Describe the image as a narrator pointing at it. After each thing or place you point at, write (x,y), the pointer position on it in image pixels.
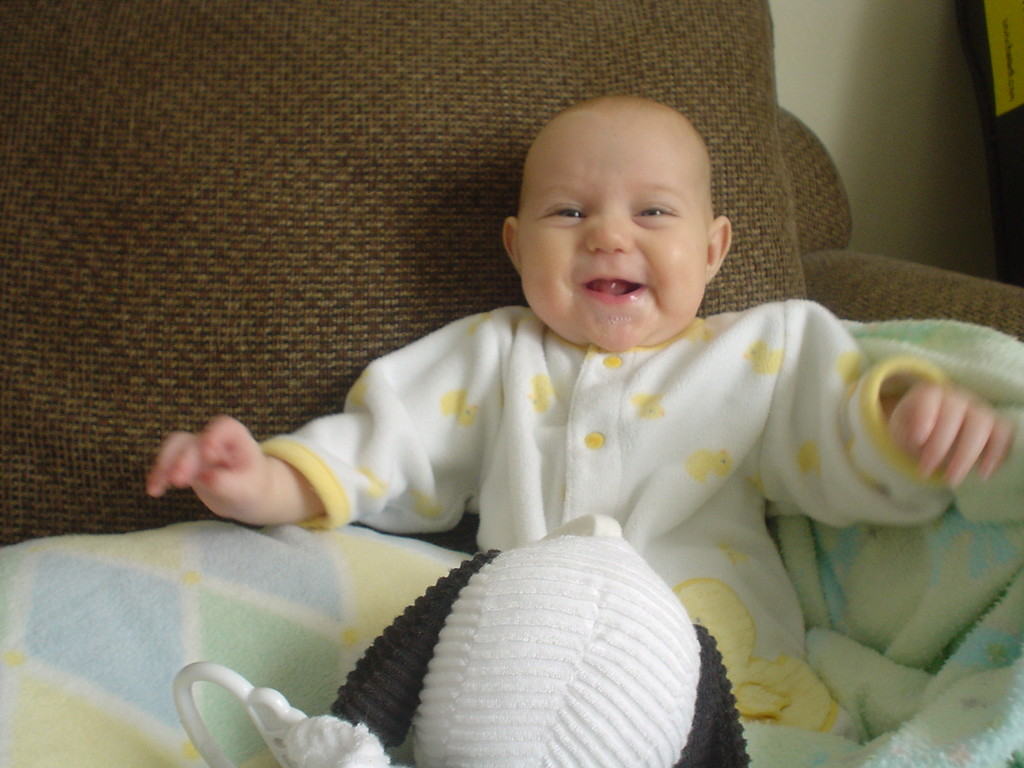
In this picture we can observe a baby (459,471) sitting in the sofa (443,100). The baby (443,463) is wearing white color dress (501,434). The sofa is in brown color. In the background (855,62) there is a wall (846,128).
